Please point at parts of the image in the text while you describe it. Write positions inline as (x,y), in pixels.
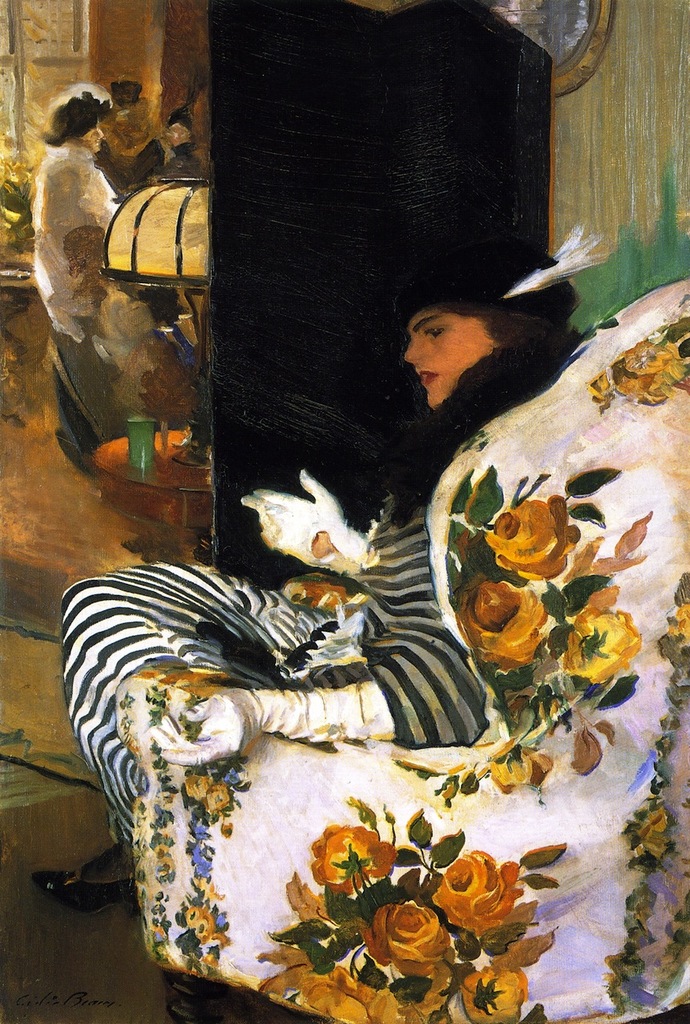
This picture is consists of a painting (196,396) in the image.
